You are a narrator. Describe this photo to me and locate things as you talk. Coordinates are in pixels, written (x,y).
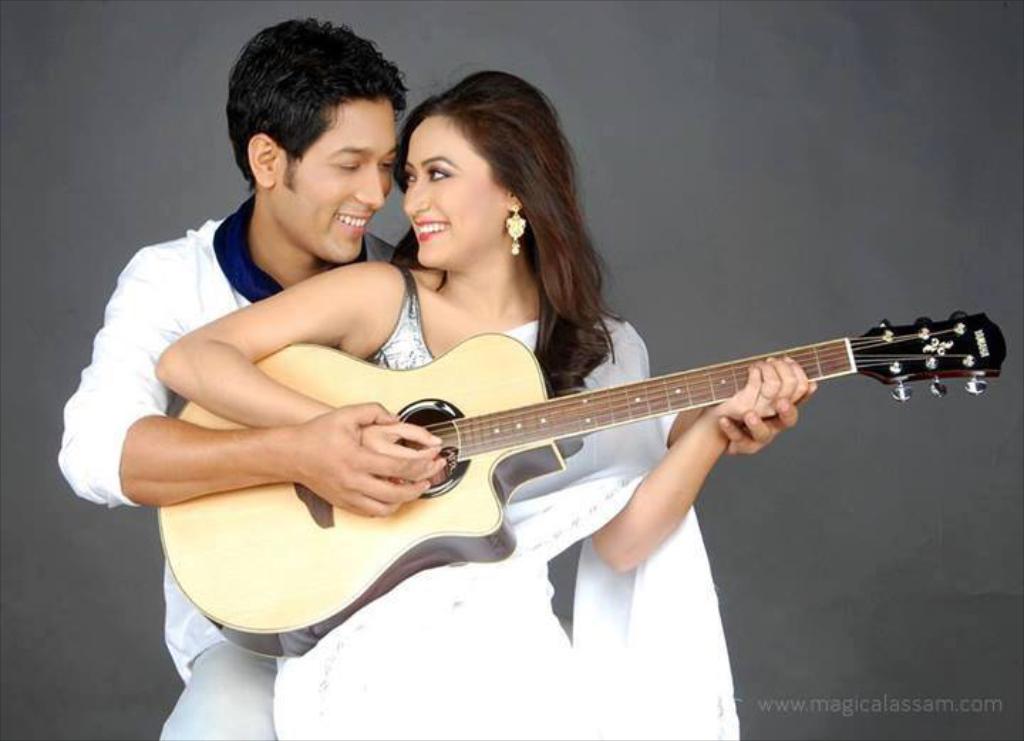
In this picture we can see a man (362,452) and a women (437,681). They are smiling and playing guitar (559,453).
